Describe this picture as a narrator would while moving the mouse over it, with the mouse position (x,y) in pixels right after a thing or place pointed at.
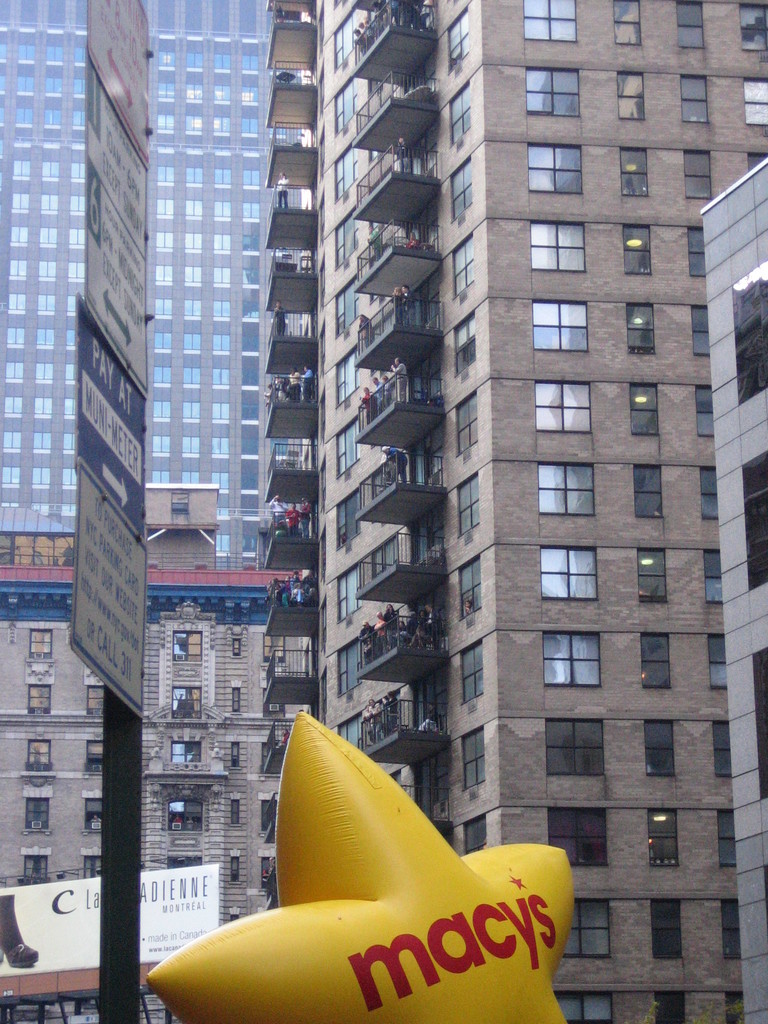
This picture is clicked outside. In the foreground (391,815) there is a yellow color inflatable object (342,869) on which the text (484,928) is printed. On the left (125,104) we can see the boards (124,60) attached to the pole (116,801) and the text (125,94) is printed on the boards (117,680). In the background (256,538) we can see the buildings (623,375), windows (463,688), lights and group of persons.
